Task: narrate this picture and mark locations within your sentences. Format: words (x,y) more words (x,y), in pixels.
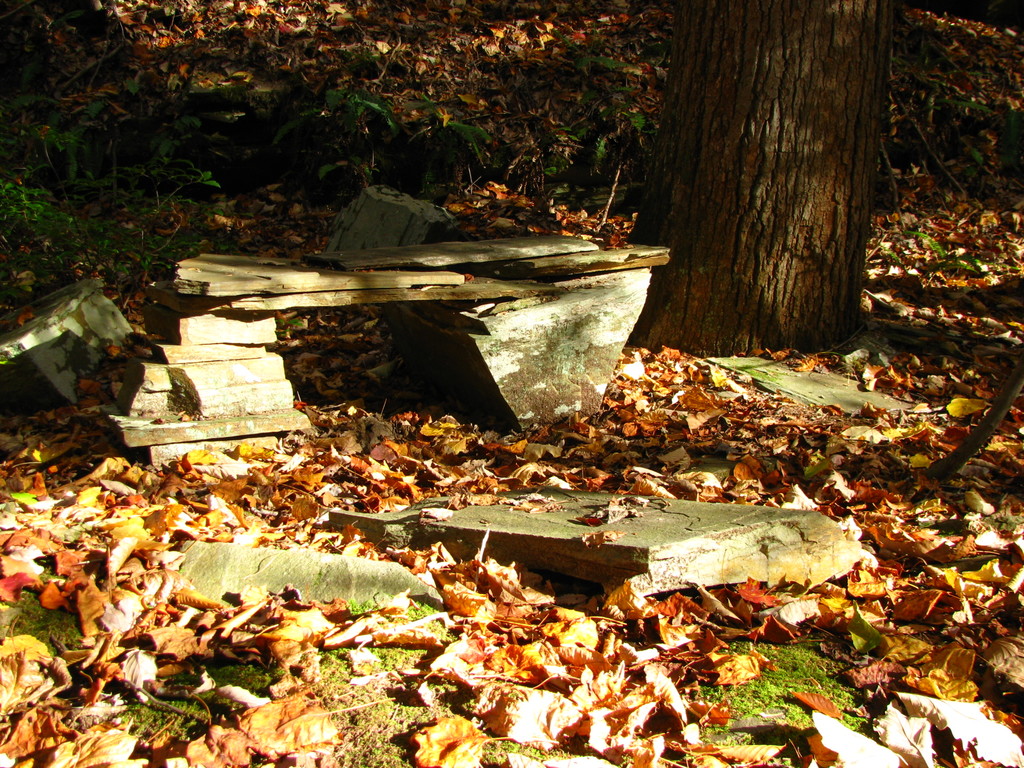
As we can see a tree trunk (755,145) and tree leaves (731,424) are falling down. This is a stone sheet (655,539).
